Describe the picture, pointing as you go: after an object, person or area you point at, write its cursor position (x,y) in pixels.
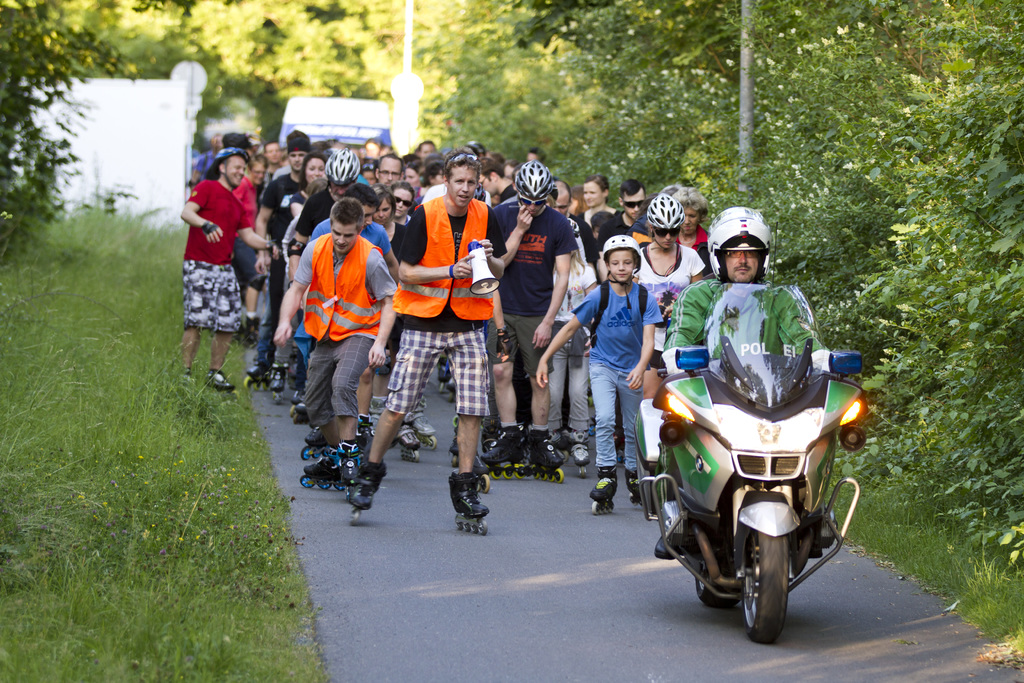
This picture is clicked outside. On the right (713,292) we can see a man (720,257) wearing a helmet (726,276) and riding a bike (757,483) on the ground (665,631). In the center (607,362) we can see the group of people (399,196) wearing inline skates (608,495) and skating on the ground (583,576). On both the sides we can see the green grass (173,403), plants (868,267) and trees (798,79). In the background (746,13) we can see the poles (413,87), group of people (239,160), vehicle (349,113) and the fence like object (154,126).
